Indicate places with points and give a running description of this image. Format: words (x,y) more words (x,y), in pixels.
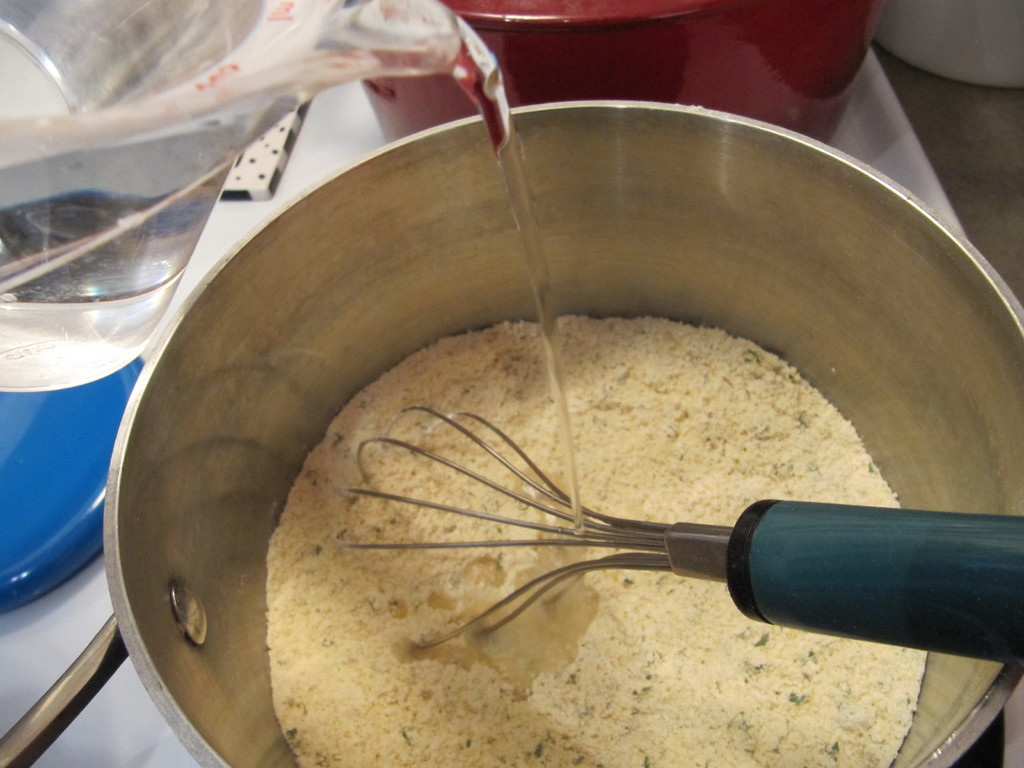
In this image I can see in a steel vessel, there is a powder (536,560) and a stirrer (605,563). On the left side (12,100) there is a water jug (192,172), the water (476,71) is flowing from jug (276,56) to this vessel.
